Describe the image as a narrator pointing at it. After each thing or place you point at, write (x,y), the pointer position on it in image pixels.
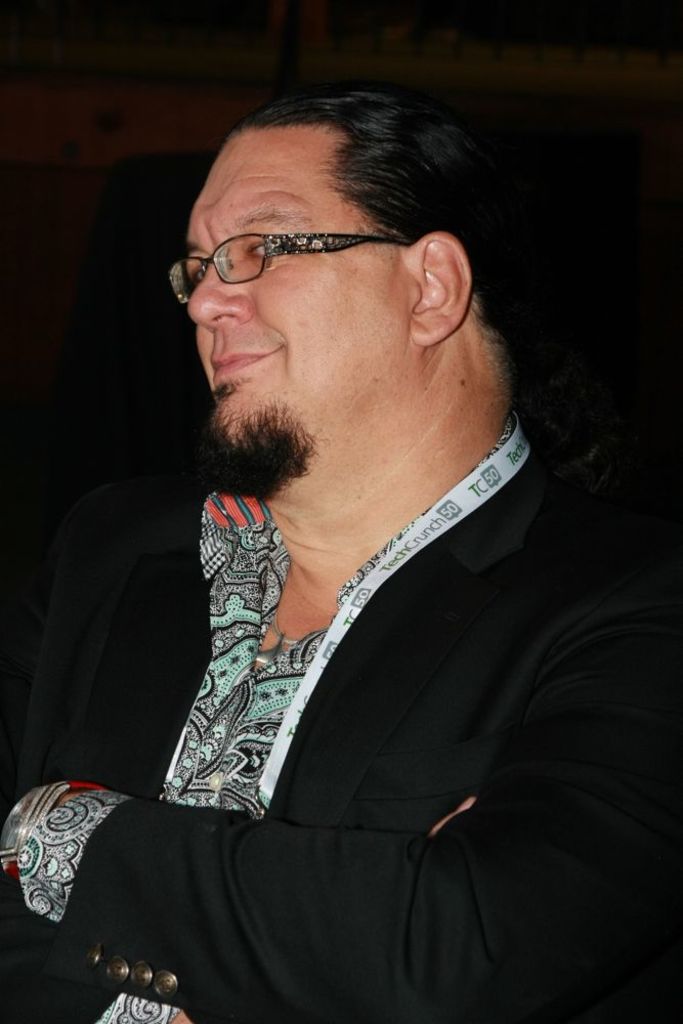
In this image we can see a person (356,607) wearing a black color coat (327,697) and specs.
